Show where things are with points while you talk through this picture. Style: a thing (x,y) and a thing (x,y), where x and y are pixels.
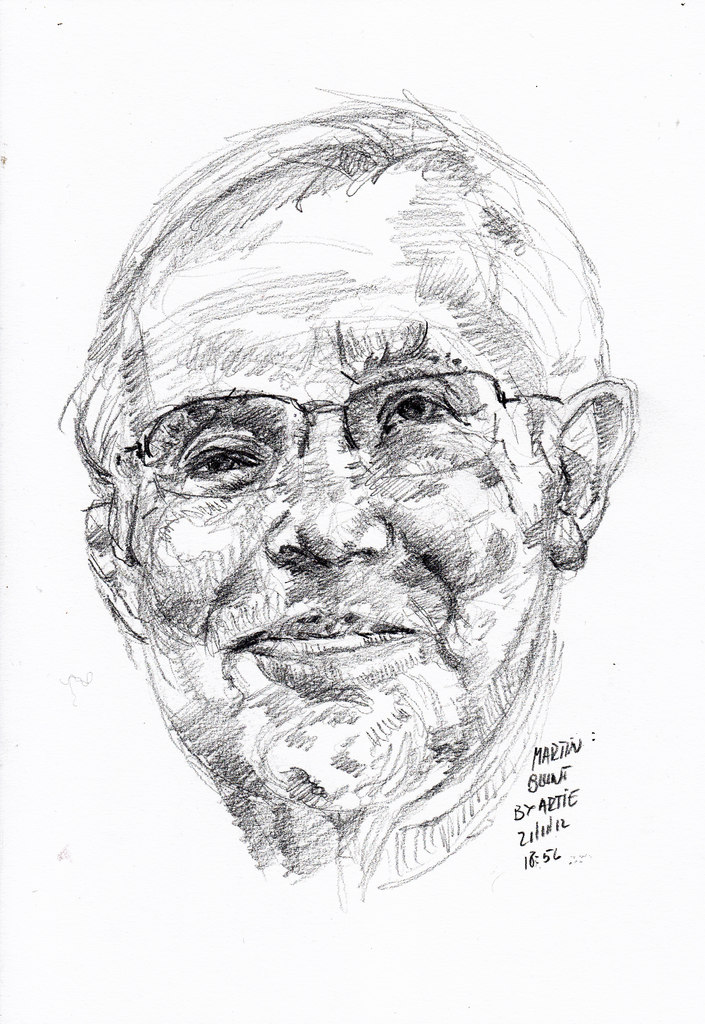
In this image we can see painting (327,524) of a person (331,367) who is wearing spectacles (244,442) and there are some words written on it.
